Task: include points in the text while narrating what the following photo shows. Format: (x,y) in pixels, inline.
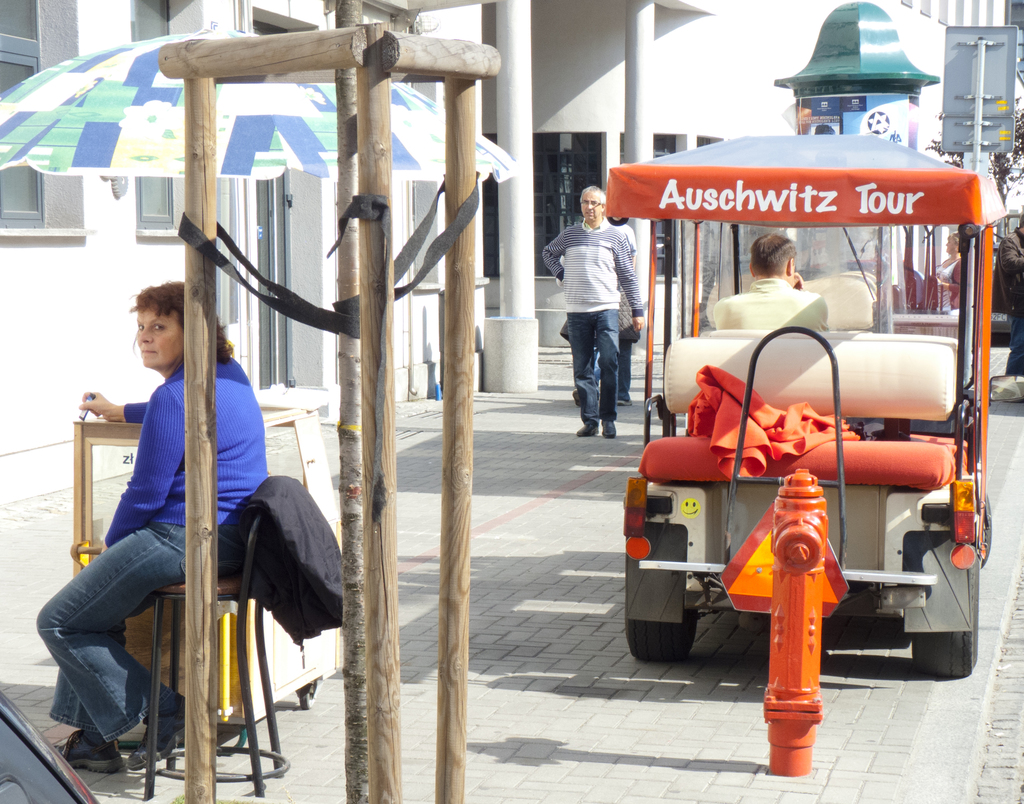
In the center of the image (608,320) we can see some people (629,267) walking on the ground (570,478). On the left side of the image (201,43) we can see some wooden poles (466,516) a woman (182,562) holding an object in her hand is sitting on a chair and a table (262,695) placed on the ground (698,667), we can also see an umbrella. On the right side of the image (807,592) we can see fire hydrant (800,610), one person (790,277) sitting in a vehicle (835,291), sign boards (958,141) and some people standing on the ground (424,519). At the top of the image (569,29) we can see building (762,14) with windows (15,60) and pillars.
